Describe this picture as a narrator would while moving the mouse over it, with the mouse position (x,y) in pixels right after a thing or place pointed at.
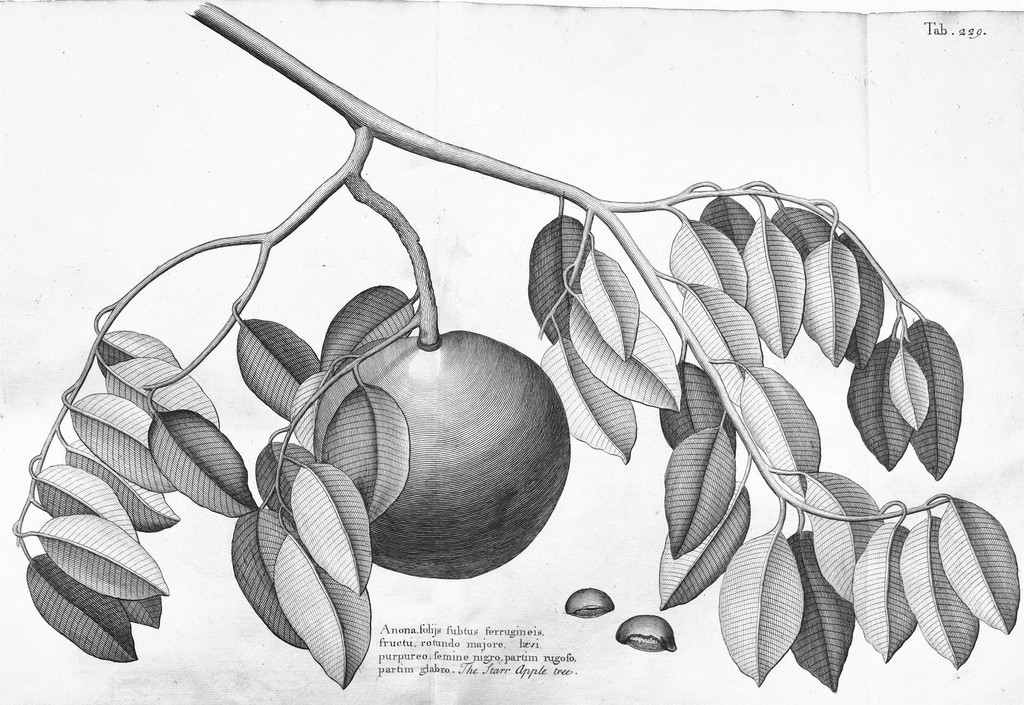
In this image I can see a sketch (450,407) of a plant (461,403) which has a fruit (474,432) on it. Here I can see some text (450,663). This image is black and white in color.
